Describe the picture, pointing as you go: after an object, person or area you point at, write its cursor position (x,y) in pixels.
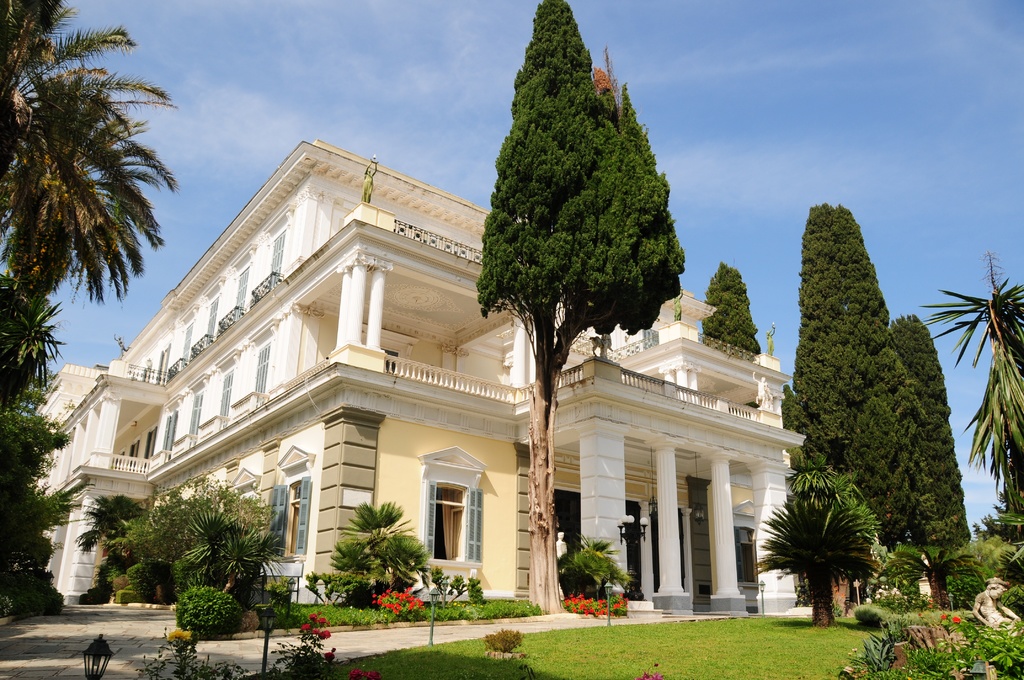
In this picture we can see a building (451,394), in front of the building (399,386) we can find few trees (180,545), plants (361,620), flowers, grass (621,632) and few metal rods (608,625), and also we can see few lights (632,572).
